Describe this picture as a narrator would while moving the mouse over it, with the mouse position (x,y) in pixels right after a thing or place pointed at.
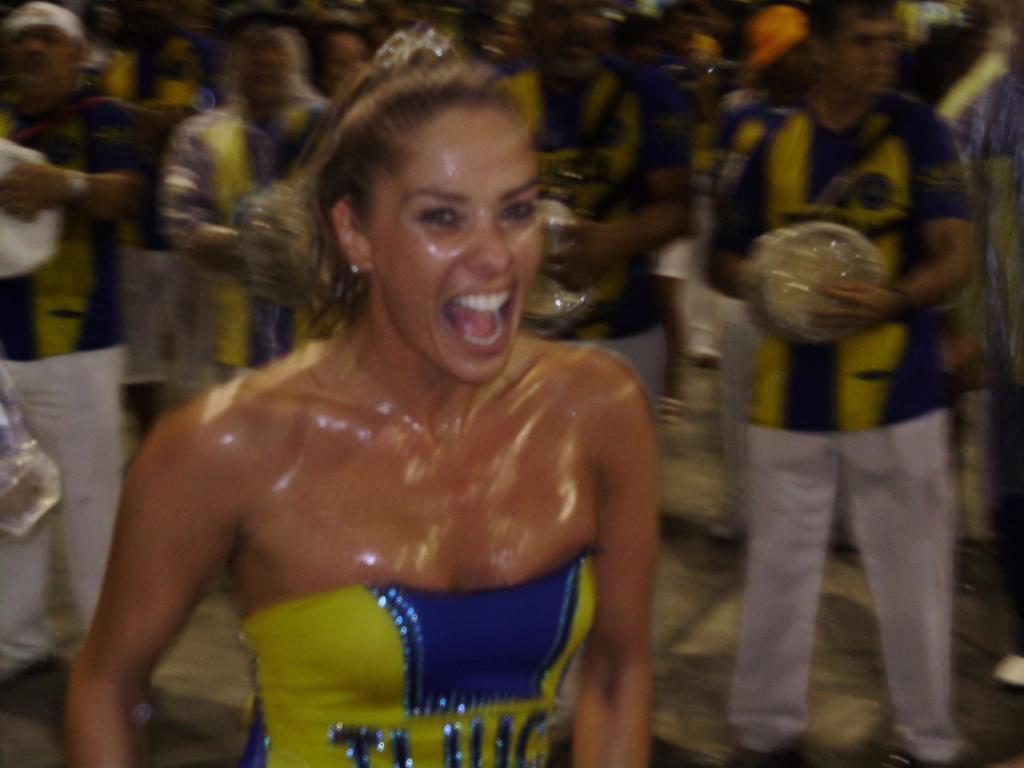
In the foreground of the picture (388,326) there is a woman (373,380). The background (700,325) is blurred. In the background (148,181) there are people (1000,241) standing.
